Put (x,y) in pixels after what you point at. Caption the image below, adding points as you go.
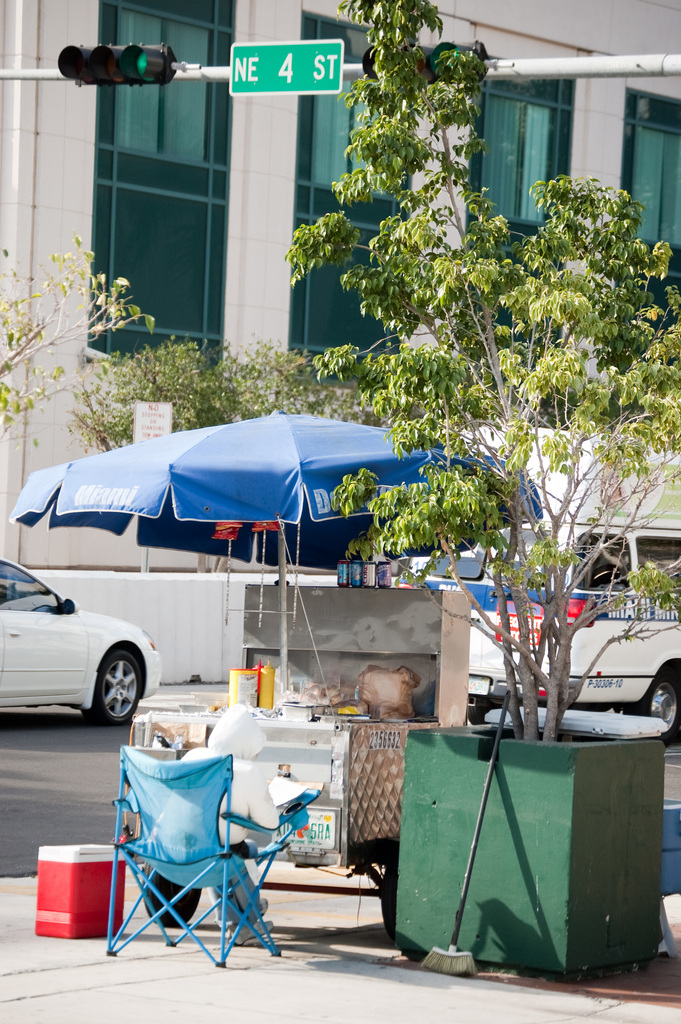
In this picture we can see vehicles (8,646) on the road (63,782), here we can see a tent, chair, trees (519,367) and some objects (534,959) and in the background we can see a building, traffic signals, boards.
